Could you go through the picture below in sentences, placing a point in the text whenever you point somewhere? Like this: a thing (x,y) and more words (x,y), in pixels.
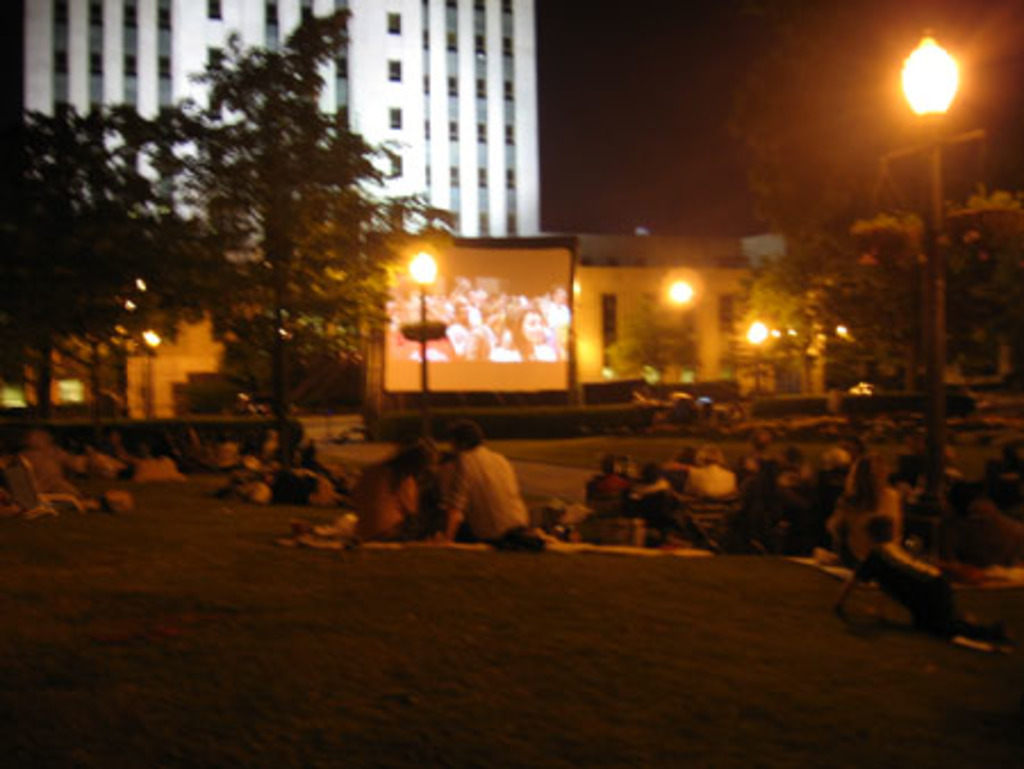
In this image I can see the ground (396,595), number of persons (489,498) are sitting on the ground (583,455), few street lights poles (925,69), few trees (354,285), a projection screen (472,247) and few buildings (695,295). In the background (580,68) I can see the dark sky (596,102).
